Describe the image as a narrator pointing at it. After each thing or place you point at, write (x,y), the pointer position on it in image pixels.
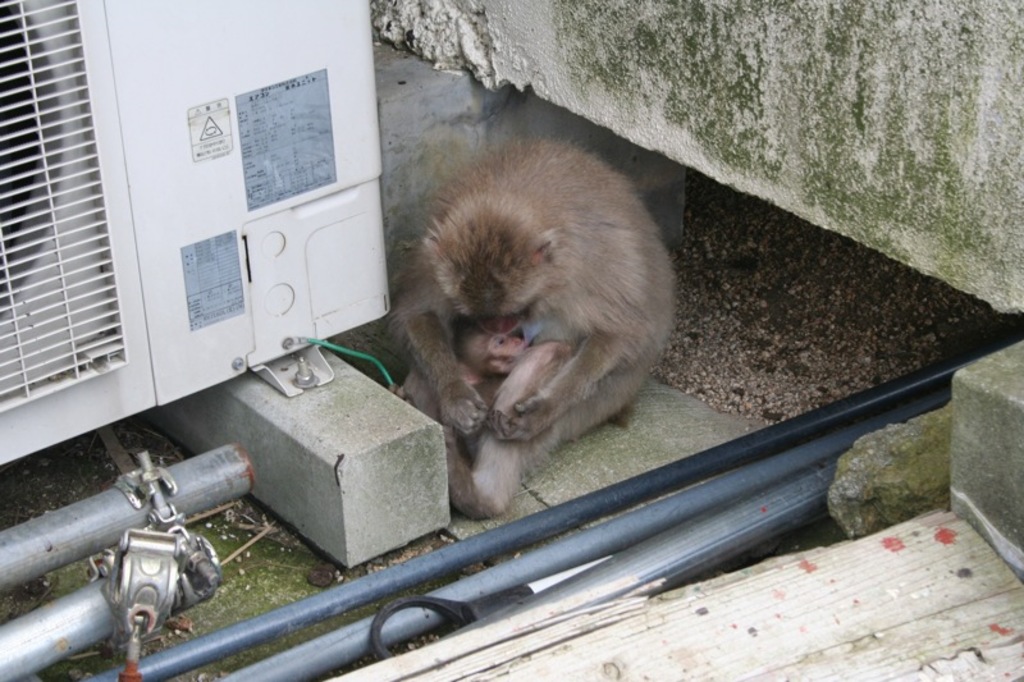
In this image, I can see a monkey (467,425) holding an infant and there is an AC outdoor unit (232,366). At the bottom of the image (823,478), I can see iron pipes (671,524) and an object (491,673). Behind the monkey (526,303) there's a wall (817,138).
